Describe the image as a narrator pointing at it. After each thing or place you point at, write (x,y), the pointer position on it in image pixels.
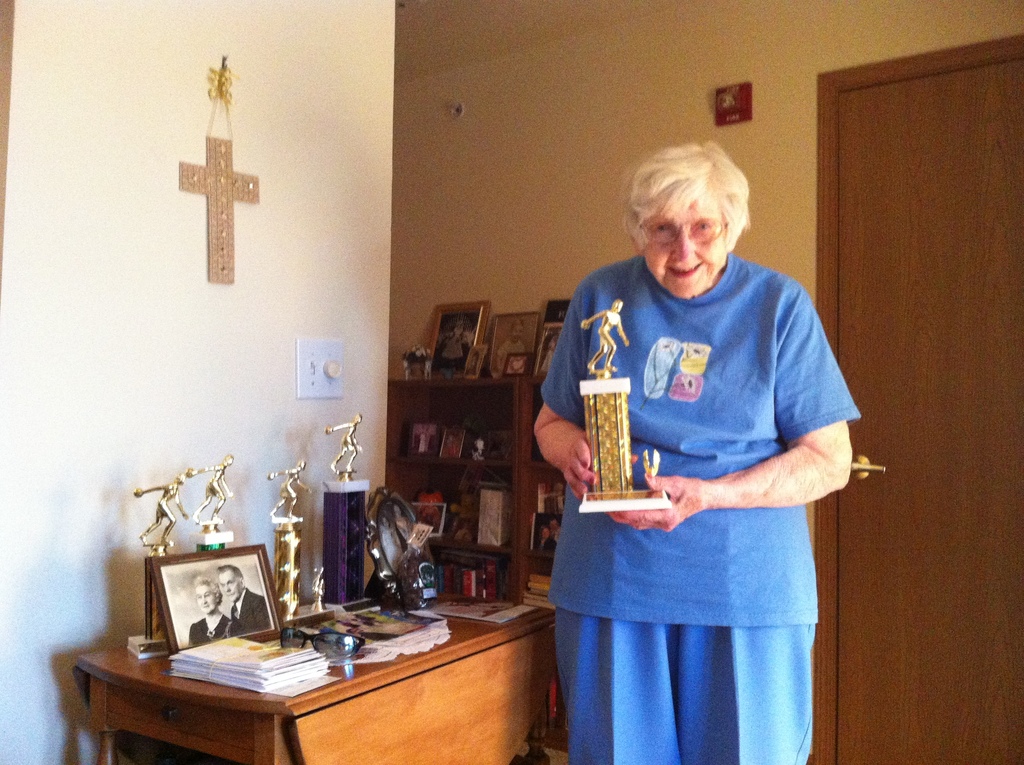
i could see a woman (705,366) holding a trophy (614,395) in her hand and giving a smile in the left (340,515) there are some cabinets (467,449) and photo frames (496,349) and some trophies (282,599) on the table (314,636) and there is a cross (227,176) hanging on the wall (218,125) and to the right side (927,189) there is a door (907,318).
